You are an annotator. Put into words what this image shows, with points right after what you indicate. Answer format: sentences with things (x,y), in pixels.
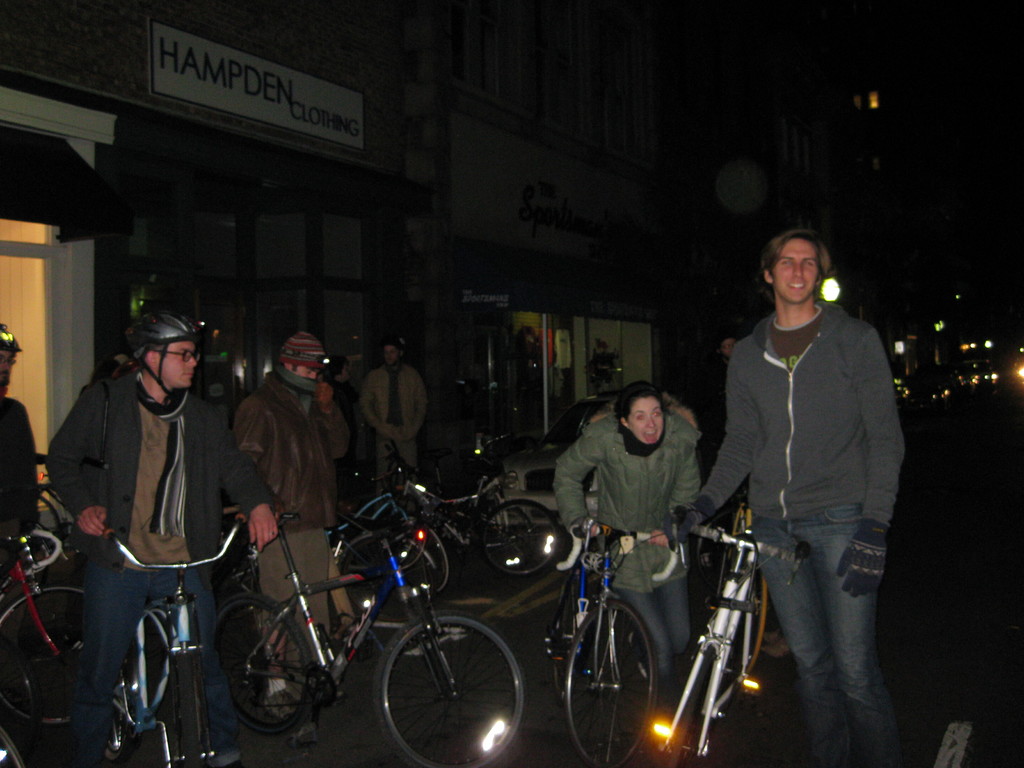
This is a board (301,91). Background (871,204) is dark. We can see persons (818,591) standing, holding bicycle (349,517) with their hands (872,591) on the road (535,643).
